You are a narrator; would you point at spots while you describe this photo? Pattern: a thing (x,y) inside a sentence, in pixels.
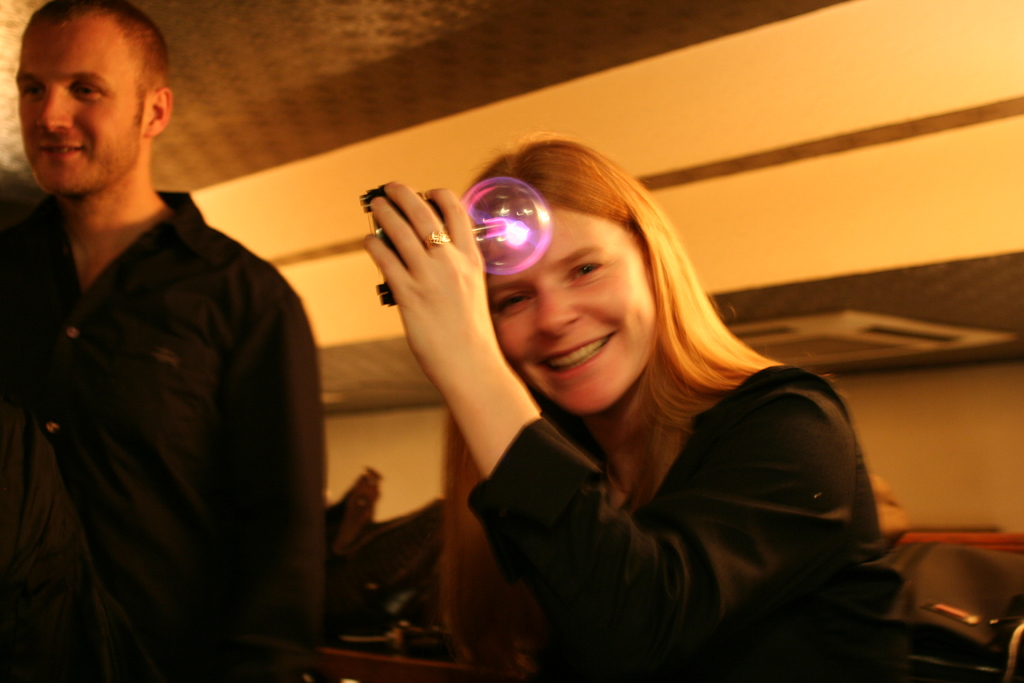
In this image there is one person (229,438) standing on the left side of this image (94,385) is wearing black color dress (201,437), and there is one person (595,447) standing on the right side of this image (703,443) is holding an object (496,226). There is a wall (983,505) in the background (371,430). The person (679,429) standing on the right side of this image (733,589) is wearing a black color dress (857,597).
